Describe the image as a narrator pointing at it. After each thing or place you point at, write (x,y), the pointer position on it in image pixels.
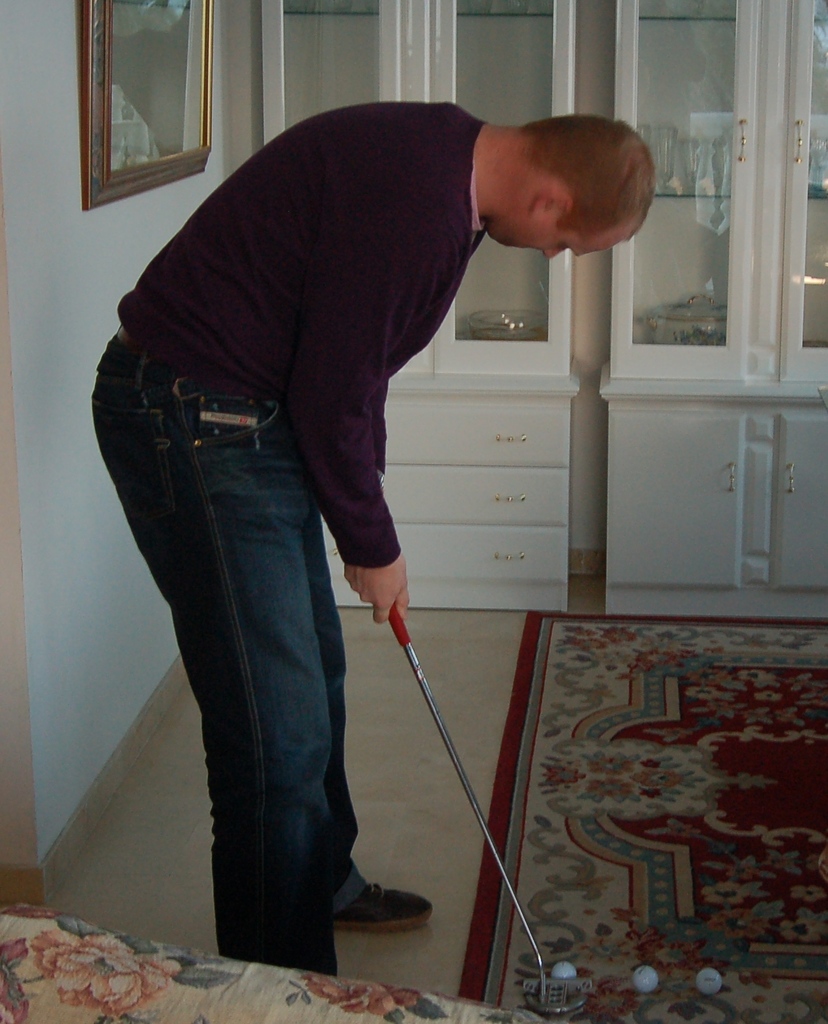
In a room (351,614) there is a man (362,336) holding a golf stick (539,1000) and there are three balls (573,965) kept on the carpet (616,926), behind the man (98,423) there is a frame (108,147) attached to the wall (88,295) and beside the wall (238,50) there are two cabinets (698,81).
